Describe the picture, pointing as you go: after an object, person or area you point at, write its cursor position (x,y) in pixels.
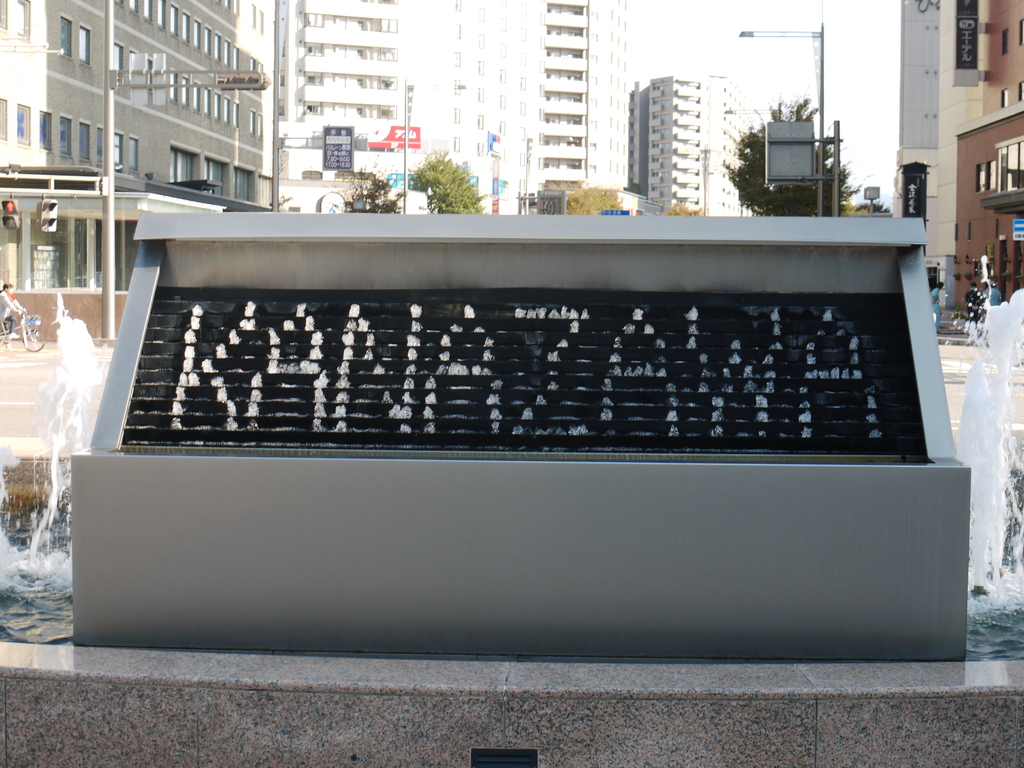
In this image I see the silver and black color thing (391,339) on which there is a word (472,315) written and I see the fountains (979,591) and the water (1003,627). In the background (21,381) I see number of buildings (135,195) and I see the poles (110,233) on which there are traffic signals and I see a person (5,326) on this cycle (32,323) and I see the road (951,359) and I see few people (981,299) over here and I see the trees (756,166) and I see boards (801,166) on which there are words (332,159) written.
